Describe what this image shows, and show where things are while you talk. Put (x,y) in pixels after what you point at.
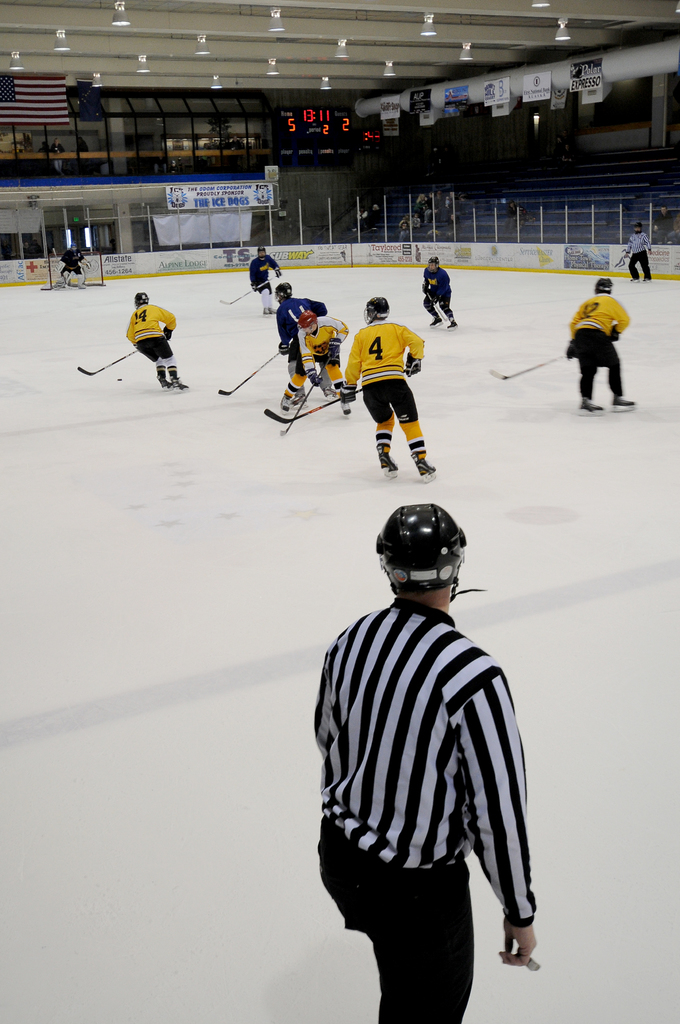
This is a stadium (459,498). Here I can see few people (308,321) are wearing t-shirts (357,347), shorts (386,410), skates (391,469) to the legs (388,436) and playing a game by holding hockey sticks (287,431) in their hands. At the bottom of the image (445,855) there is a man (460,892) standing and looking at the people (280,290) who are playing. I can see a helmet (422,544) on his head (432,546). In the background (462,244) there are stairs (571,197), a board (313,159), few papers (396,102) and posters (538,78) are attached to a metal rod (614,68) and also there are some glasses (182,139). On the top of the image (263,24) I can see the light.
